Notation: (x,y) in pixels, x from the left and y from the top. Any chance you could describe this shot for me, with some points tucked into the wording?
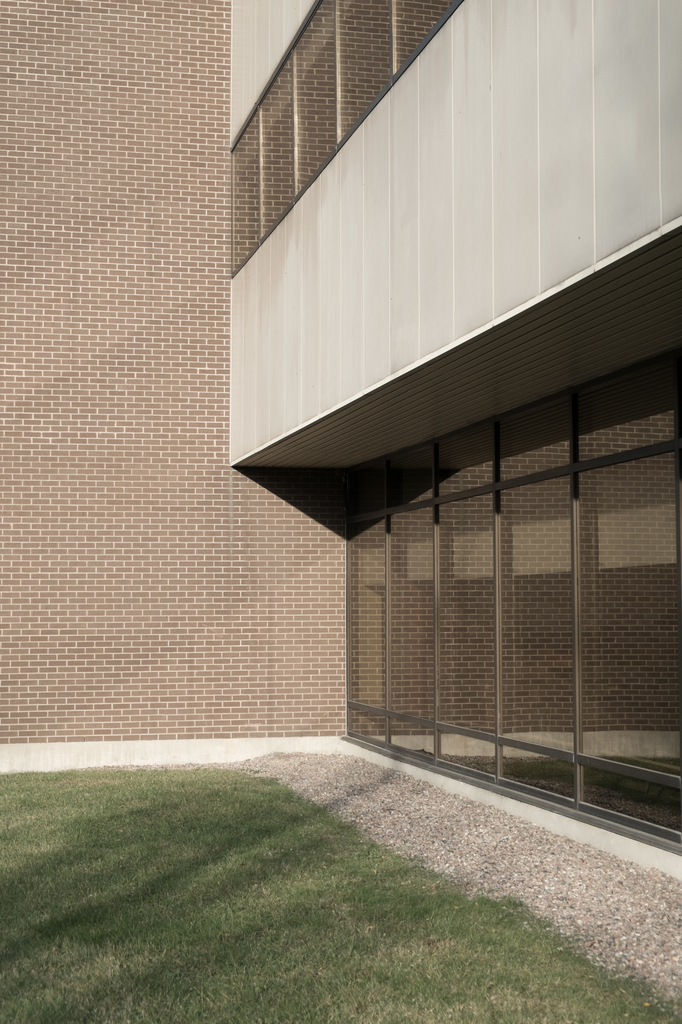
In this picture we can see grass (286,953) and building (478,553). In the background of the image (213,652) we can see the wall (252,660).
